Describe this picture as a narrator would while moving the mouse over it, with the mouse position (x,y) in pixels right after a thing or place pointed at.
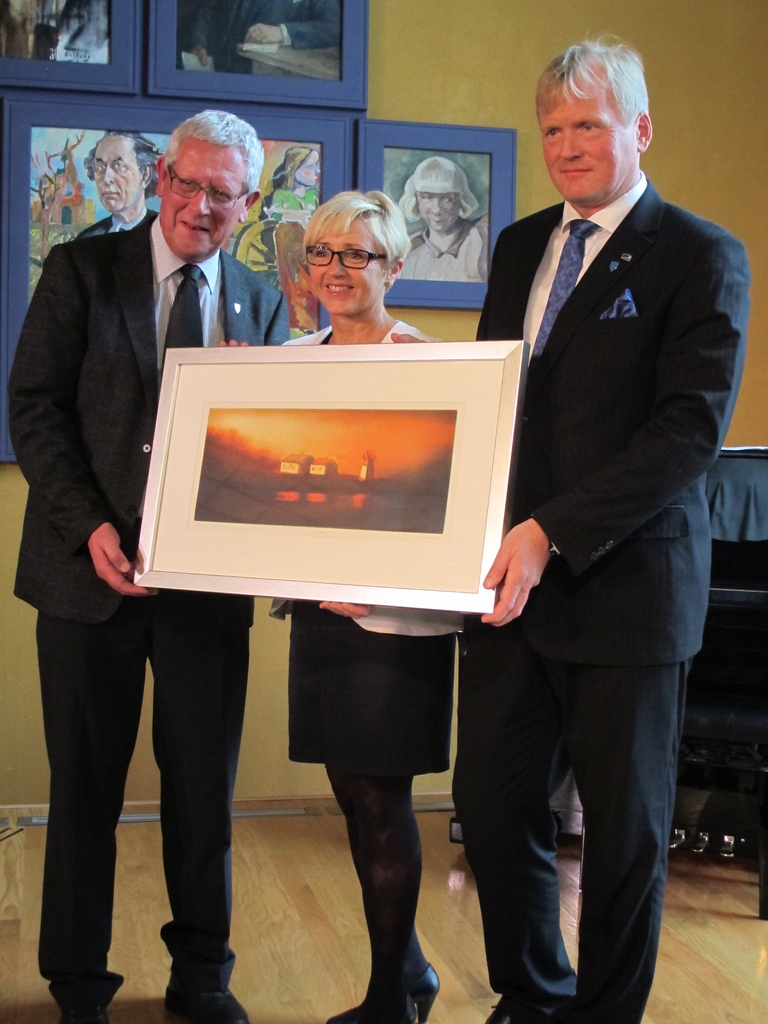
In this image I can see three people (363,339) with different color dresses (62,552). I can see two people (69,421) are wearing the blazers (582,461) and these people (578,492) are holding the frame (321,487). In the back (263,204) I can see few frames (345,125) to the yellow color wall (467,98).
